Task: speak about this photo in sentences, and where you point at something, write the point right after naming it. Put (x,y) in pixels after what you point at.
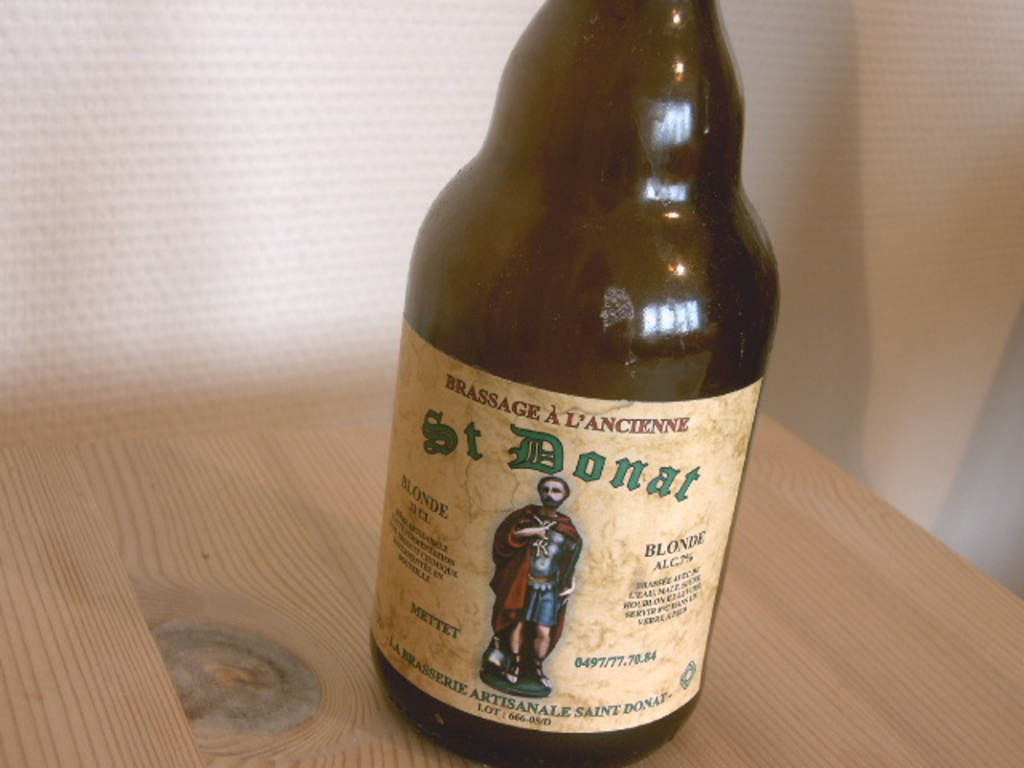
In this picture we can see one bottle (680,588) is placed on the table (758,651).
